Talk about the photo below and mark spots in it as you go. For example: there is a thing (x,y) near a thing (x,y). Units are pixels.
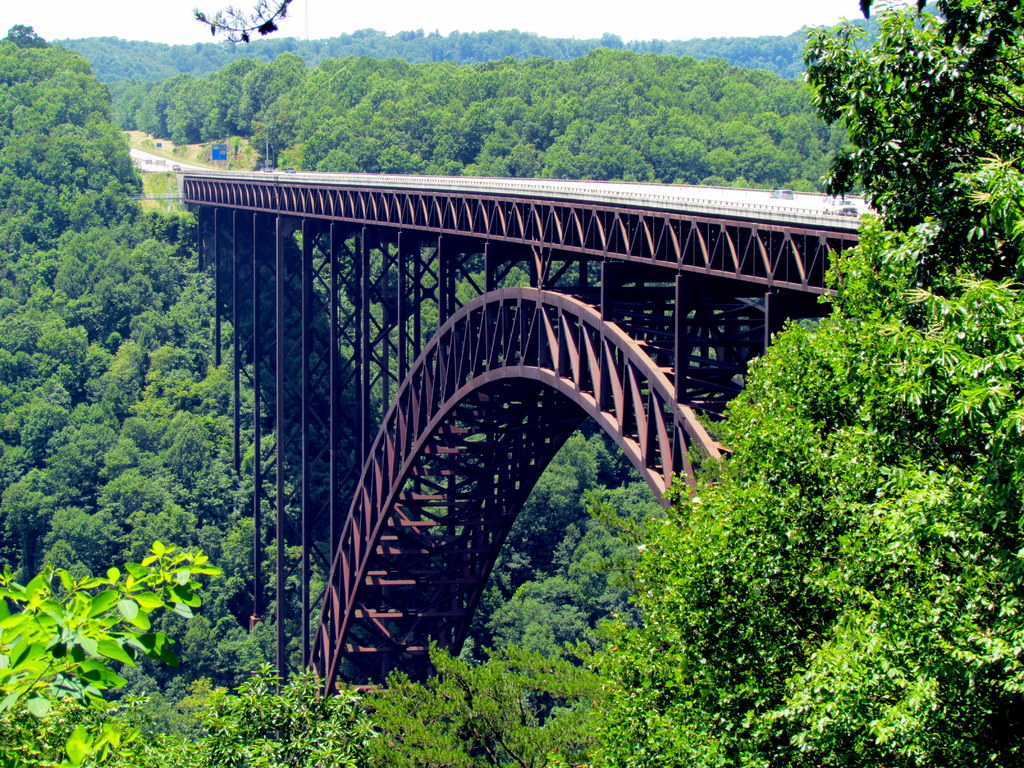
In the image we can see the bridge (532,333) and an arch (468,360), on the bridge (765,193) we can see there are a few vehicles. Here we can see trees (769,413) and the sky (762,34).
